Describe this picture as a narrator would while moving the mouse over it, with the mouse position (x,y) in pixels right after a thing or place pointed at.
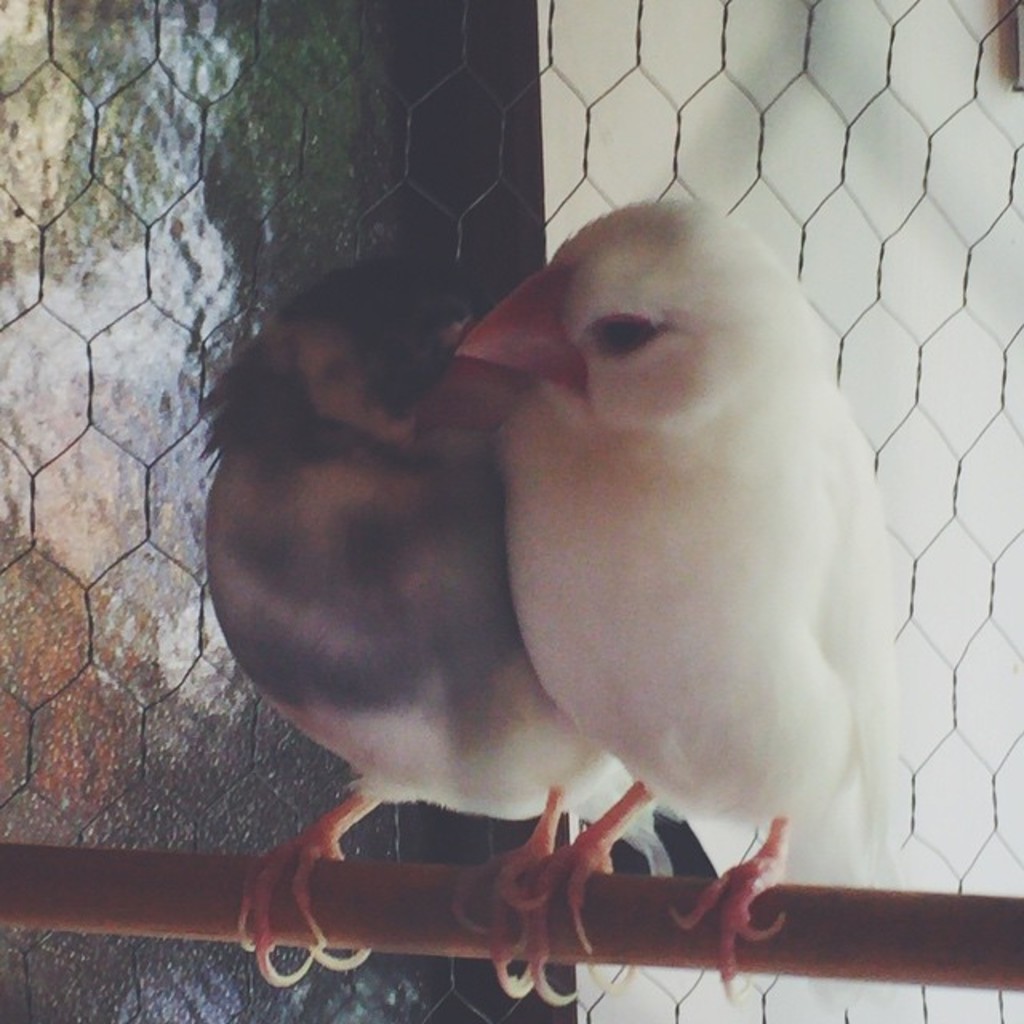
In this we can see there are two birds (355,607) on an object (419,924). Behind the birds (509,470) there is the fence (982,627) and a blurred background (95,457).
